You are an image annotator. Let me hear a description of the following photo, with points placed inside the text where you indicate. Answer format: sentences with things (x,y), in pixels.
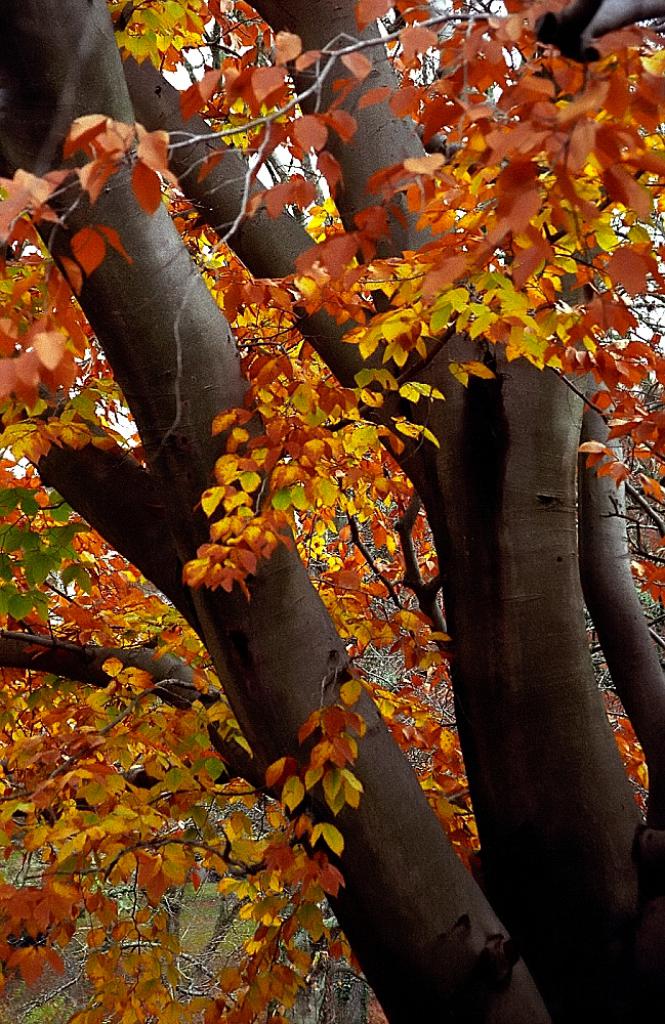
In this image we can see there is a tree (254,548) and there are some leaves (316,362) on it.
